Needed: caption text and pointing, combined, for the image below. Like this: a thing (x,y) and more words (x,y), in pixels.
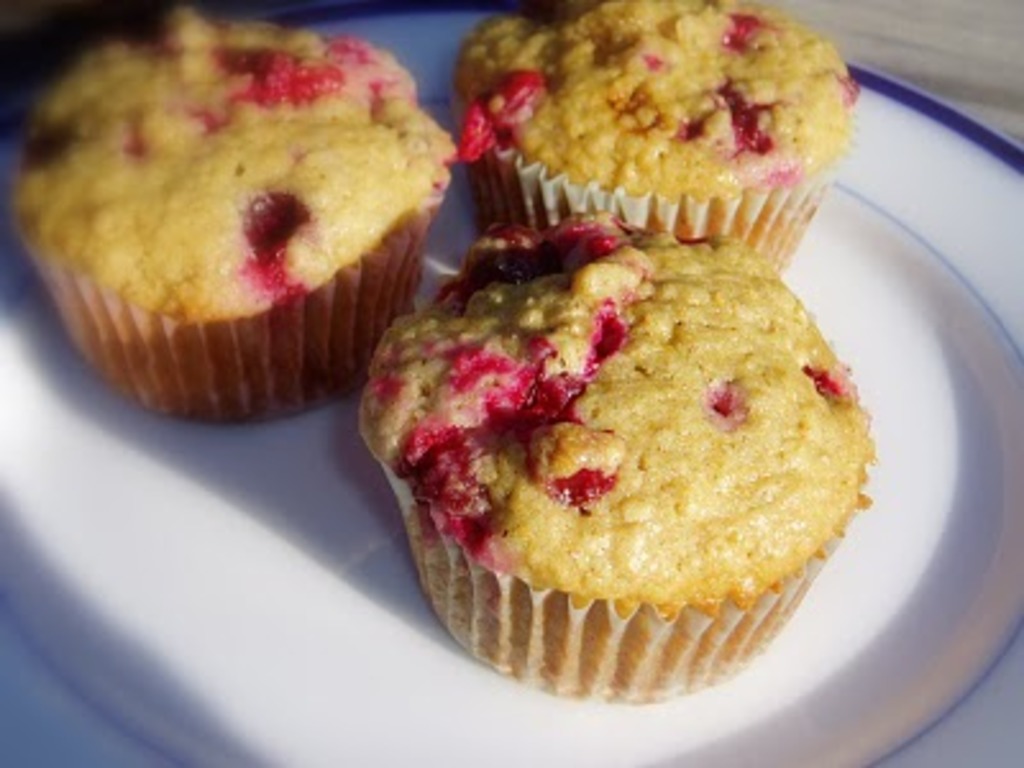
In this image we can see a plate (974,422) containing cupcakes (485,82) placed on the surface (965,36).
